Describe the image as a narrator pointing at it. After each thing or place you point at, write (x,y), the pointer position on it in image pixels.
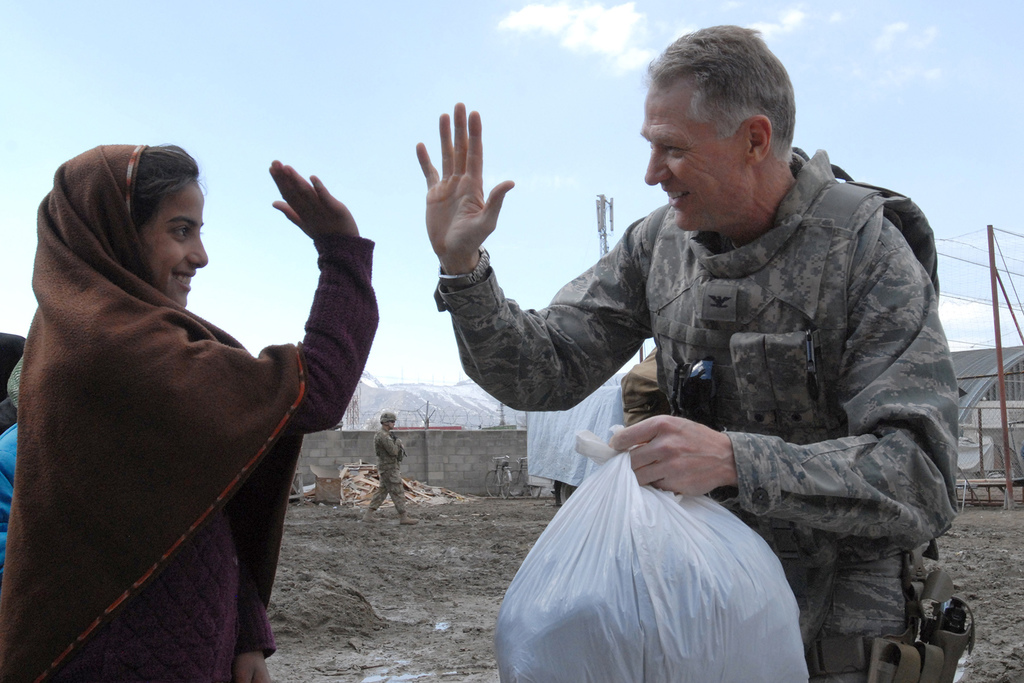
This picture shows a man (553,376) and a woman (257,399) giving high five and we see man (724,468) carrying carry bag (736,599) in his hand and we see another man (404,513) walking and we see a blue cloudy Sky (598,57).
